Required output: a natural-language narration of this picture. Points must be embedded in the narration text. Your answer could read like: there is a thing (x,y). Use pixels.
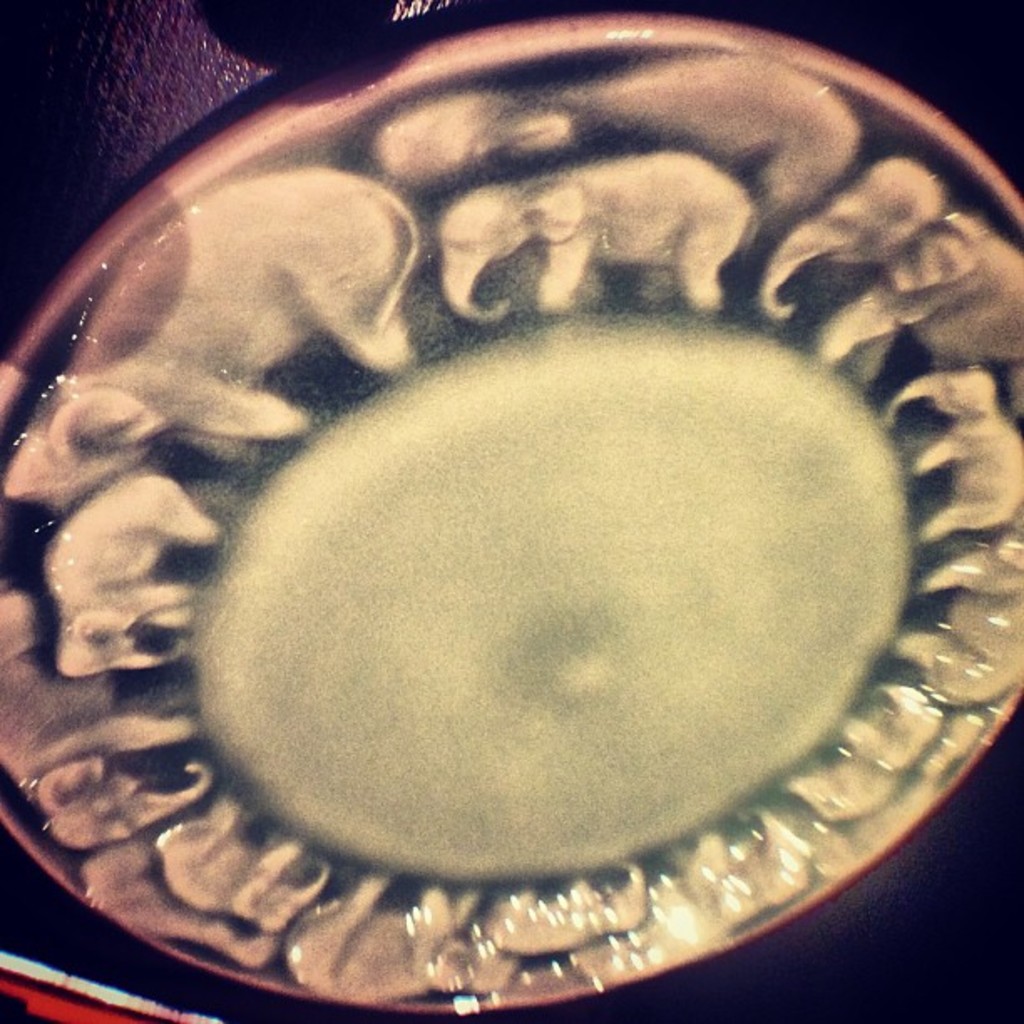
In this image we can see a plate (912,717) placed on the surface (249,60).
